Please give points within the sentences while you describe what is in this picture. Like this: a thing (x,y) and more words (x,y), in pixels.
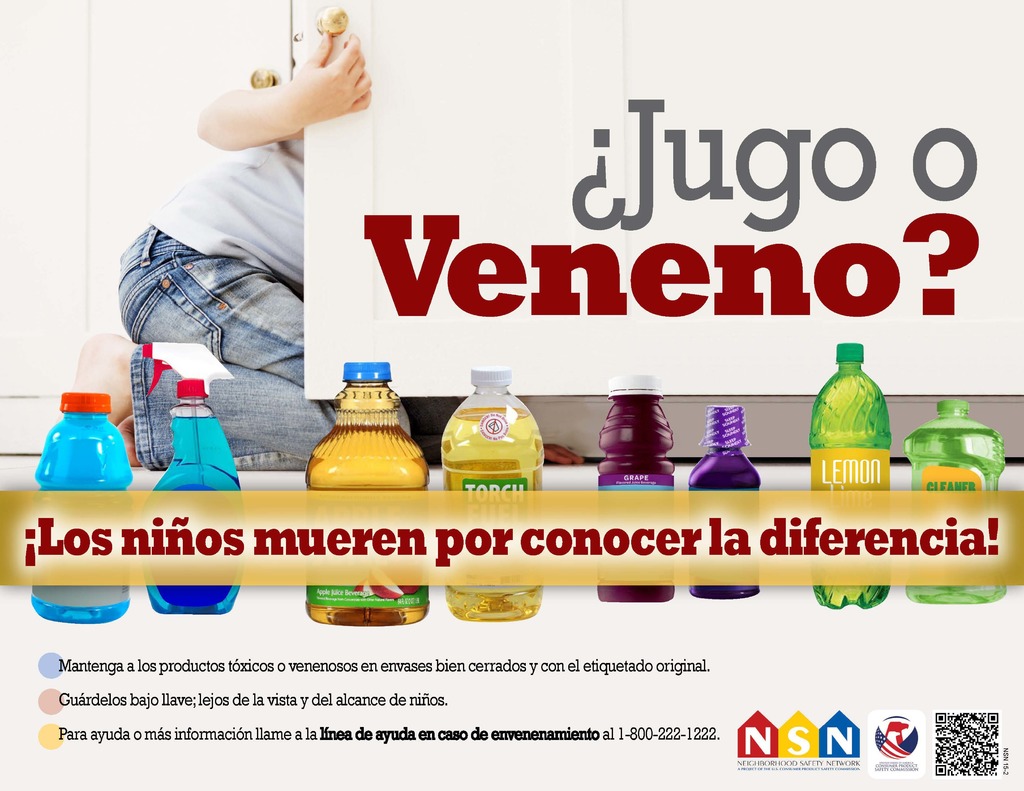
I can see in this image a person (254,334) is sitting on the floor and there are few bottles (461,480).
